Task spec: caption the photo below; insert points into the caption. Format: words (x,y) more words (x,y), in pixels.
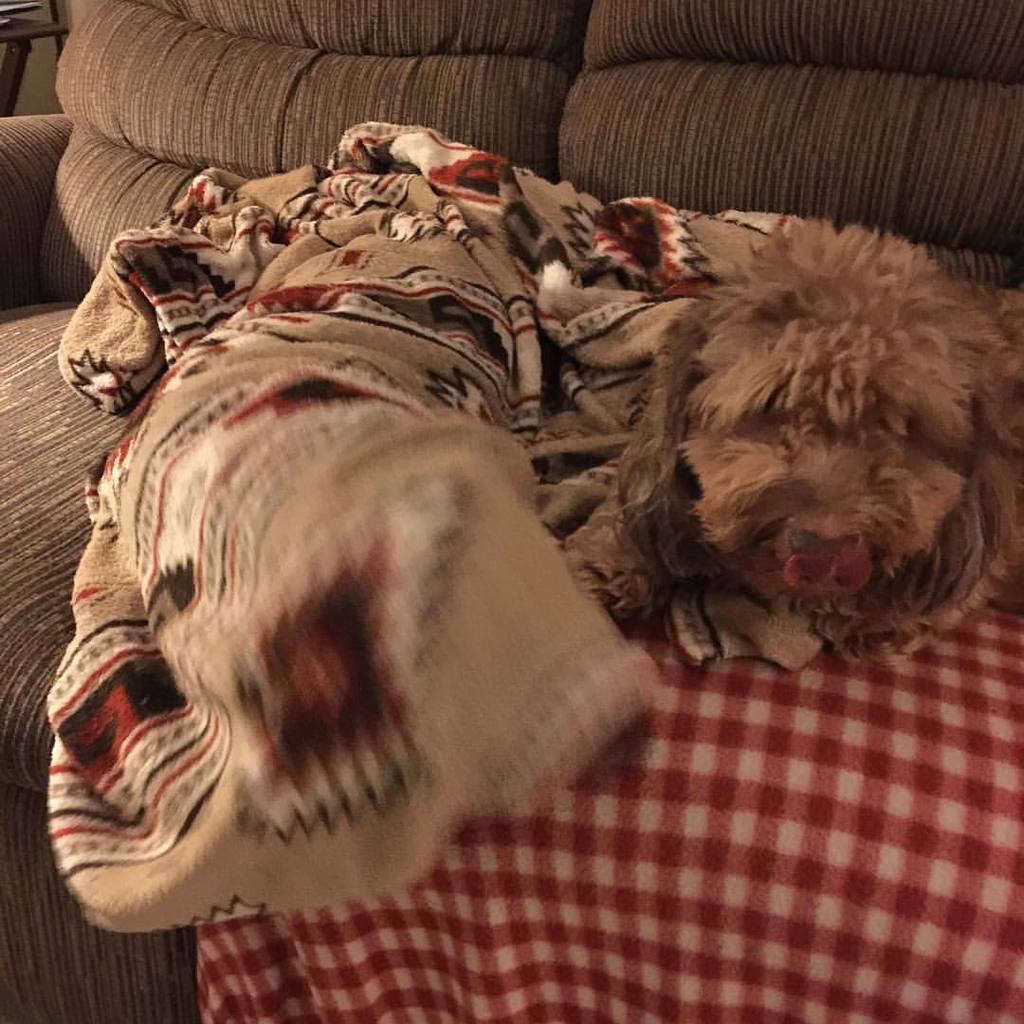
In this picture we can see a sofa (138,90), there is a bed sheet (956,885), a cloth (481,594) and a dog (842,541) present on the sofa (487,90).
